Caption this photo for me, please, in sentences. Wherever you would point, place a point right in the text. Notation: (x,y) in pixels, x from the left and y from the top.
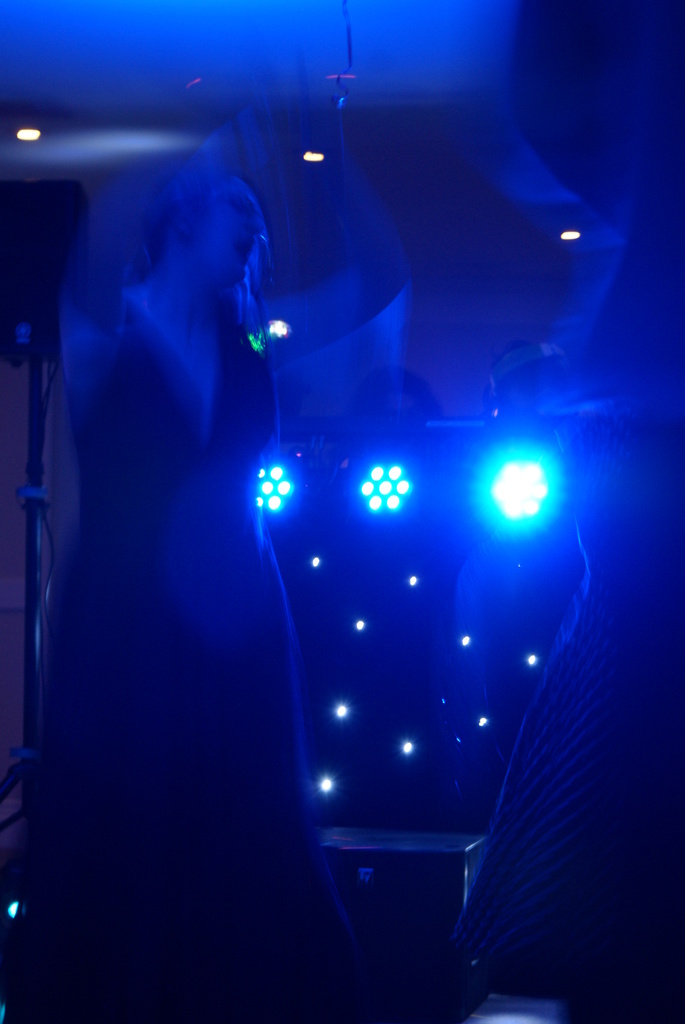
In this picture I can see a person (274,1009) standing, and in the background (59,257) there are focus lights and some other objects (429,967).
